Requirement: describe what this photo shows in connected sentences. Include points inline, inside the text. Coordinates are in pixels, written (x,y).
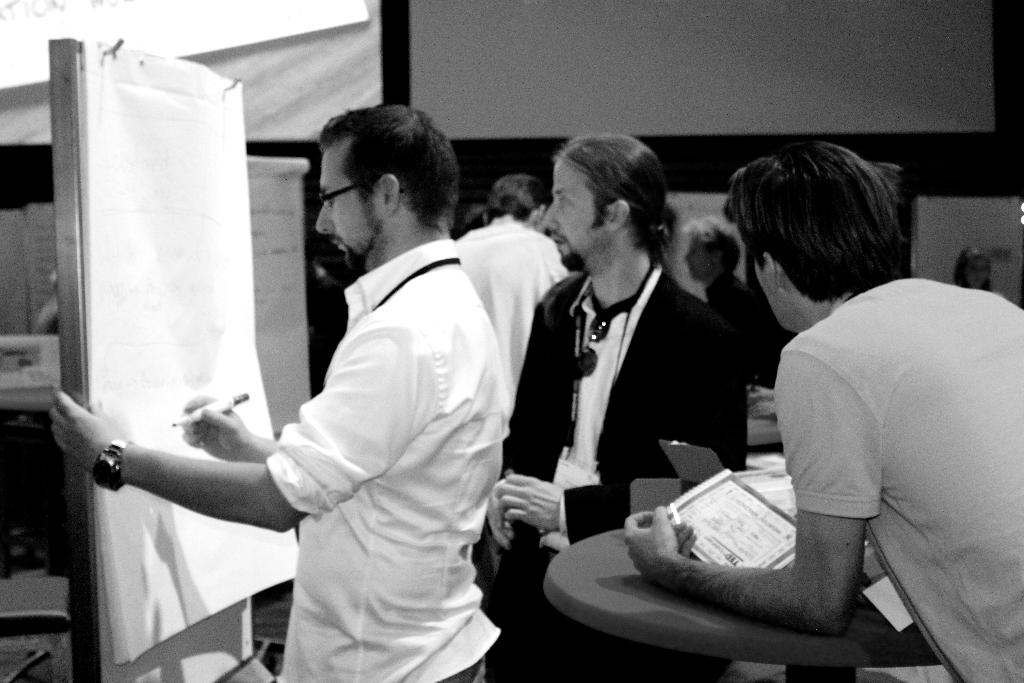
This is the black and white image and we can see a person (404,347) standing and holding a pen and in front of him there is a board (95,663) with some papers (157,392). We can see some people (564,345) and there are some boards (229,27) in the background (215,23) and on the right side of the image (822,369) we can see a person (865,387) holding an object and there is a table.
